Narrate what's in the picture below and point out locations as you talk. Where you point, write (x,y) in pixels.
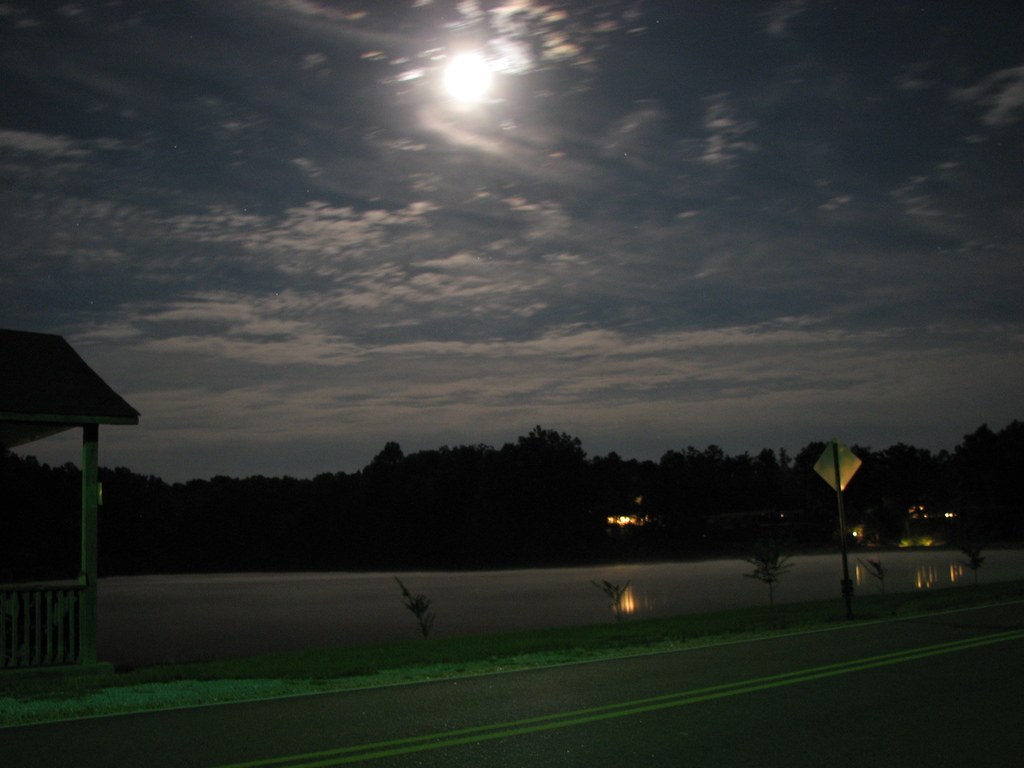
In this picture we can see road (807,670), plants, grass (98,676), shed (98,462), water (154,585) and board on pole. In the background of the image (801,512) we can see trees (578,449), lights (628,516) and sky (667,282) with clouds (645,363).
